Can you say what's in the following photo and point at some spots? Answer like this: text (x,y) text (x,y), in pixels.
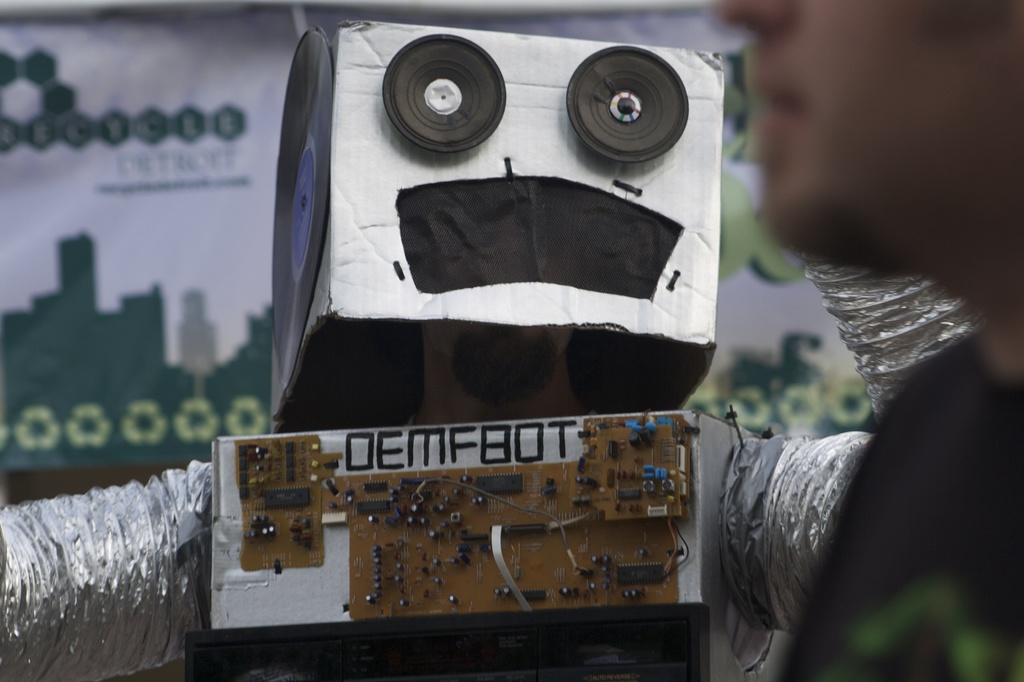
On the right side of the image (860,81) we can see a person (836,226). Behind the person (890,15) there is a robot (418,136). Behind the robot (415,146) there's banner (98,53).
